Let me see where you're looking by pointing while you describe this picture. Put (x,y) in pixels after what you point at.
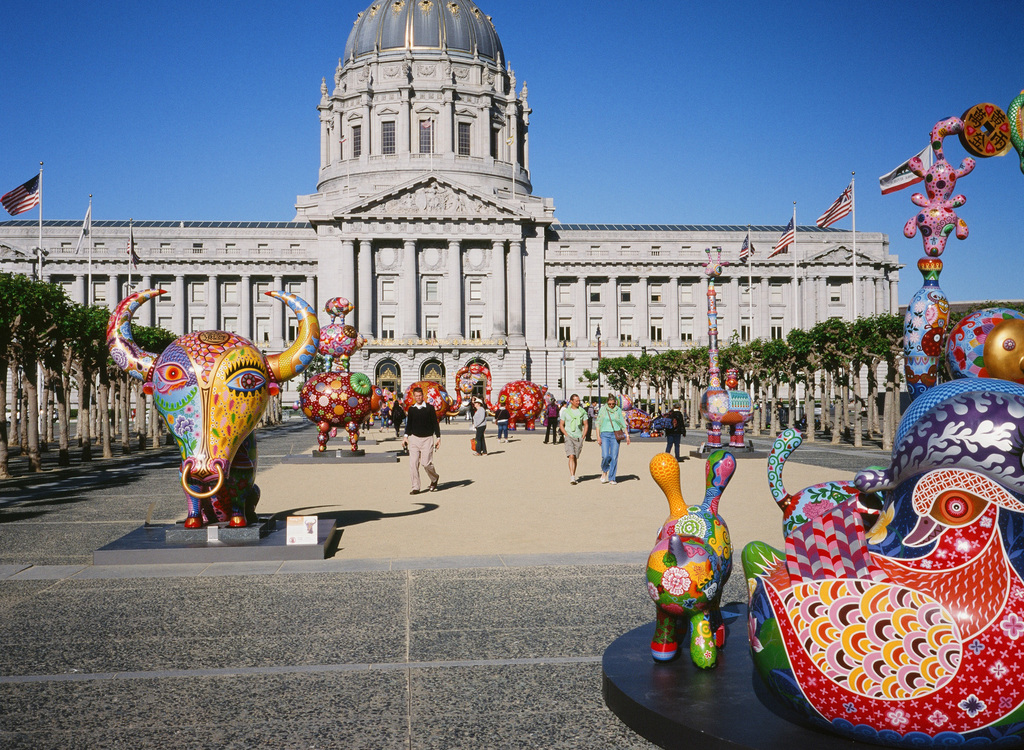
In the center of the image (674,419) we can see a few statues (884,646) and a few people (586,433) with different costumes (572,419). In the background (850,74), we can see the sky (77,65), trees (747,369), flags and one building (94,235).
